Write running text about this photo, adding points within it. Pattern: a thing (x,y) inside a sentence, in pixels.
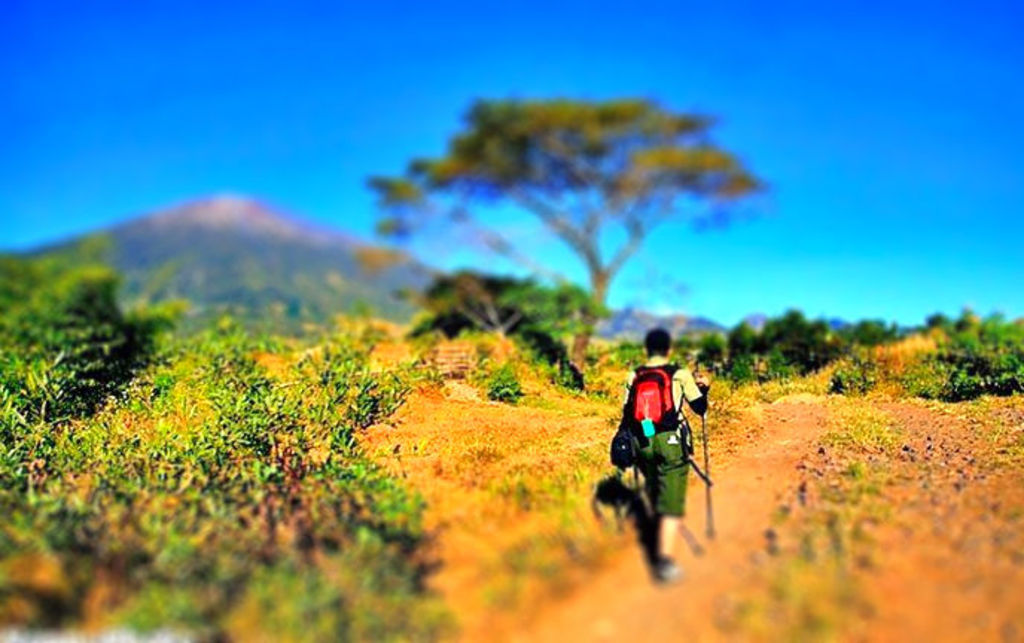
In this image in the center (668,424) there is a man (684,460) walking holding a stick (707,508) and wearing a bag (642,415) which is red in colour and there are plants (223,436) and trees (880,332).
